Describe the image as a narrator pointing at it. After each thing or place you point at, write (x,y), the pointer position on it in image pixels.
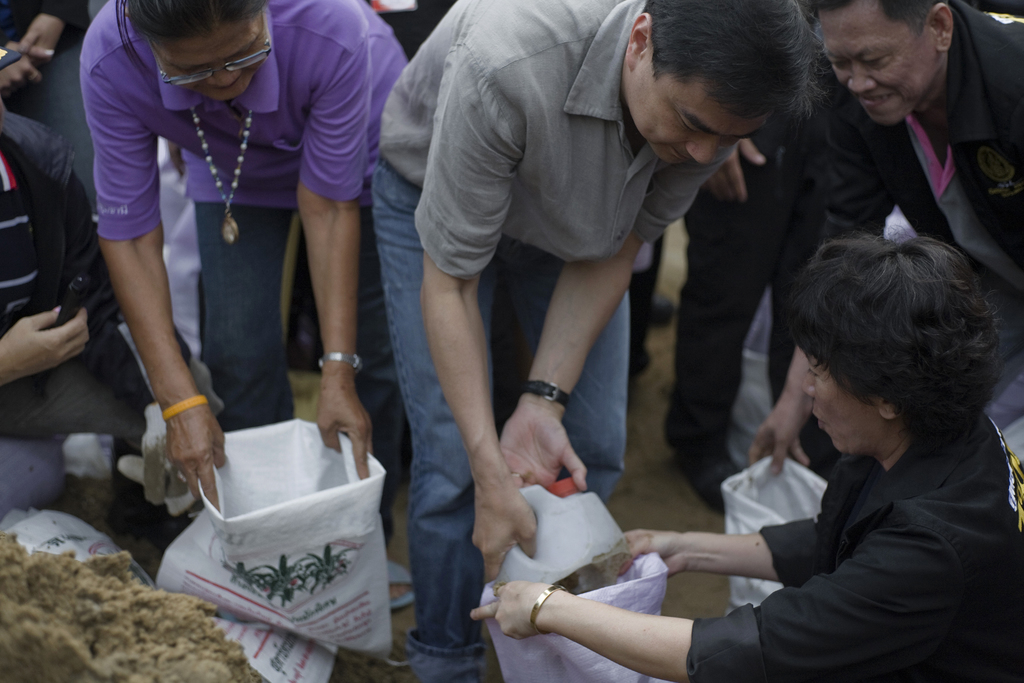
In the picture I can see a group of people (609,362), among them some are bending and holding bags (655,582) in hands (546,423).
